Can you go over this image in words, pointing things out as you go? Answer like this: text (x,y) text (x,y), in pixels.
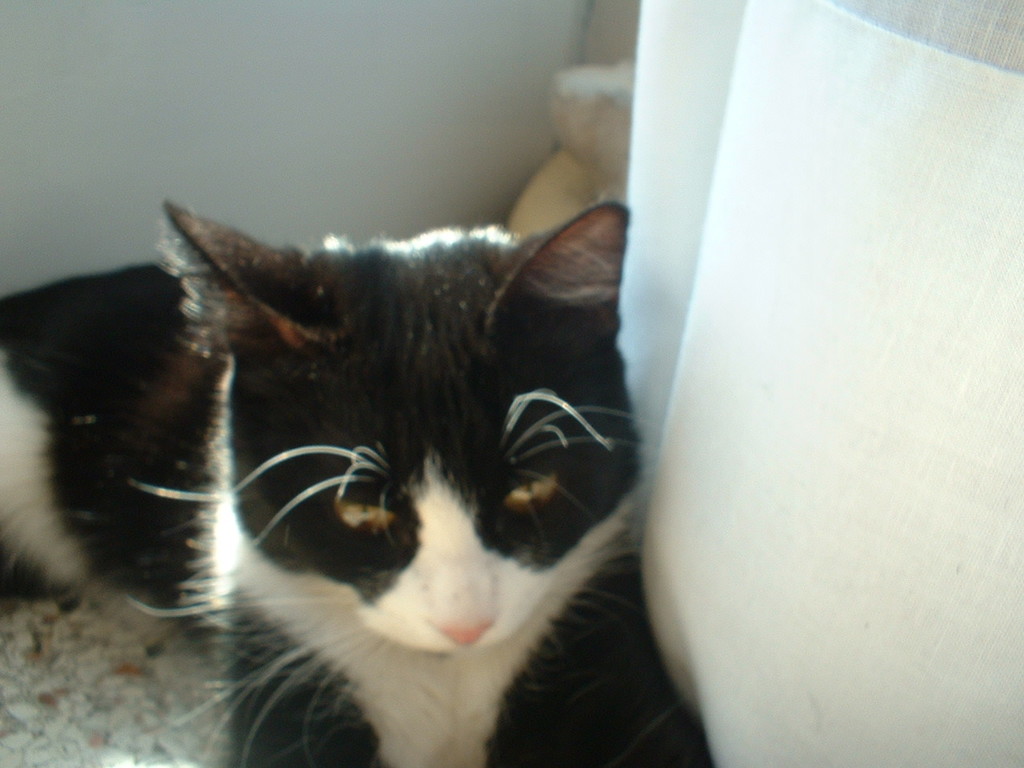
It is a cat (386,473) which is in black and white color.
